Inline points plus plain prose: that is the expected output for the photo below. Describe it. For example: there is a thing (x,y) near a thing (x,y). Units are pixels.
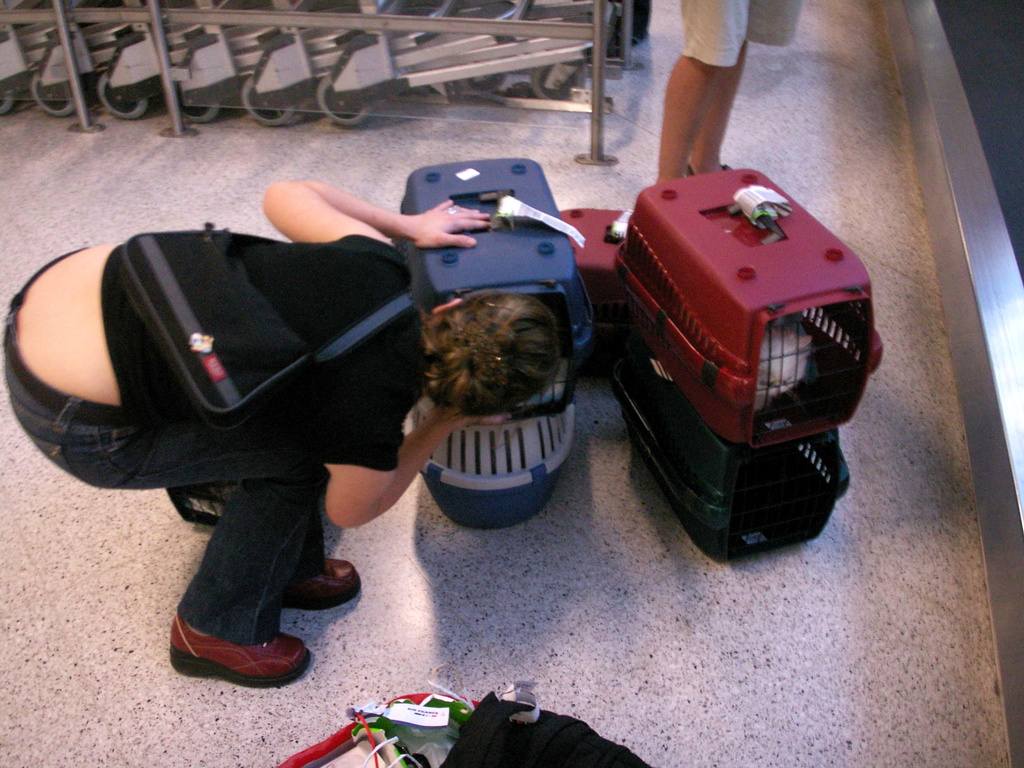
Here I can see few boxes (552,411) on the floor (899,646). On the left side (251,607) there is a woman (297,521) wearing black color t-shirt (352,376), jeans (271,554) and a bag (208,286), holding a box (503,251) which is placed on the floor (558,615) and looking at the box (501,276). At the back of these boxes (695,239) there is a person (705,39) standing. At the top (170,23) there are few metal objects (210,52).
